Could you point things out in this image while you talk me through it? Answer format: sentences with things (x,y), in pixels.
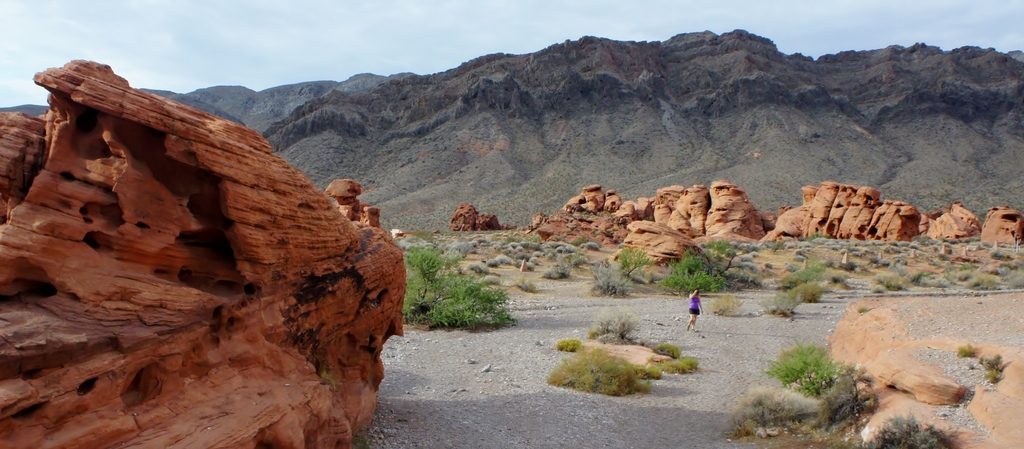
This is an outside view. In this image I can see many rocks (555,238) and plants (500,313) on the ground (500,406) and there is a woman (691,311) walking towards the back side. In the background (594,66) there are few hills (419,112). At the top of the image (277,23) I can see the sky (191,81).
